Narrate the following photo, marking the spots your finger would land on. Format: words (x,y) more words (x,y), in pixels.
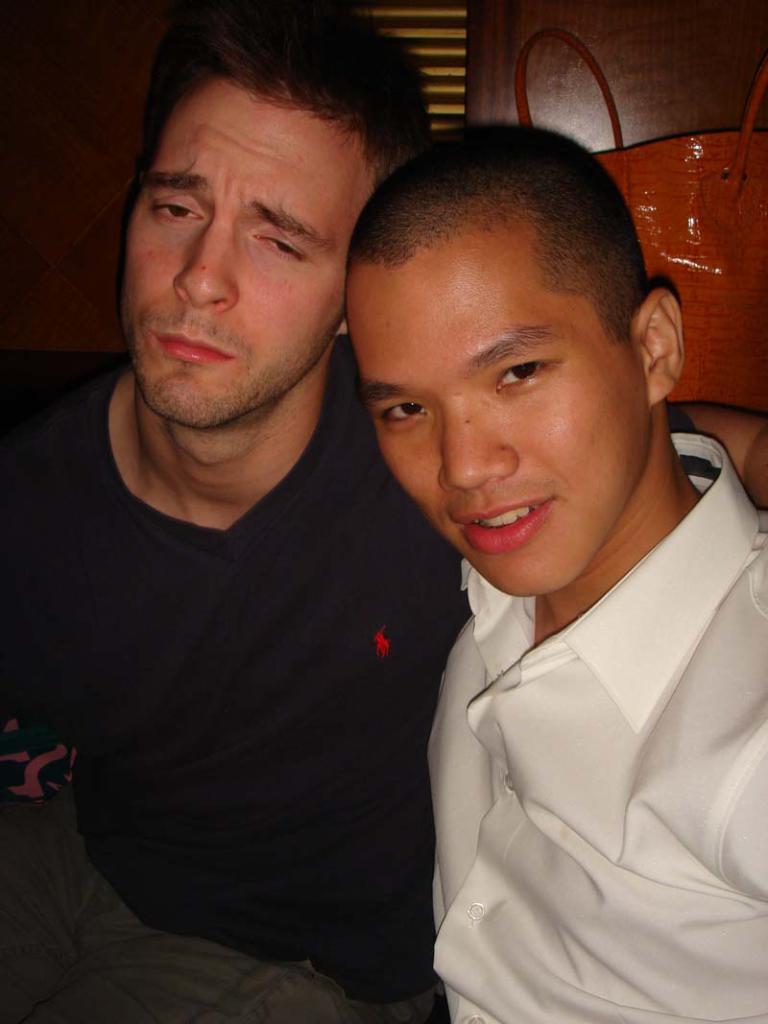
In this image I can see two men (518,670). The man (547,750) who is sitting on the right side (574,787) is wearing white color shirt (565,900). The man (230,610) who is sitting on the left side (252,815) is wearing black color t-shirt (284,924). Both are giving pose for the picture. At the back of them I can see a bag (709,284).
